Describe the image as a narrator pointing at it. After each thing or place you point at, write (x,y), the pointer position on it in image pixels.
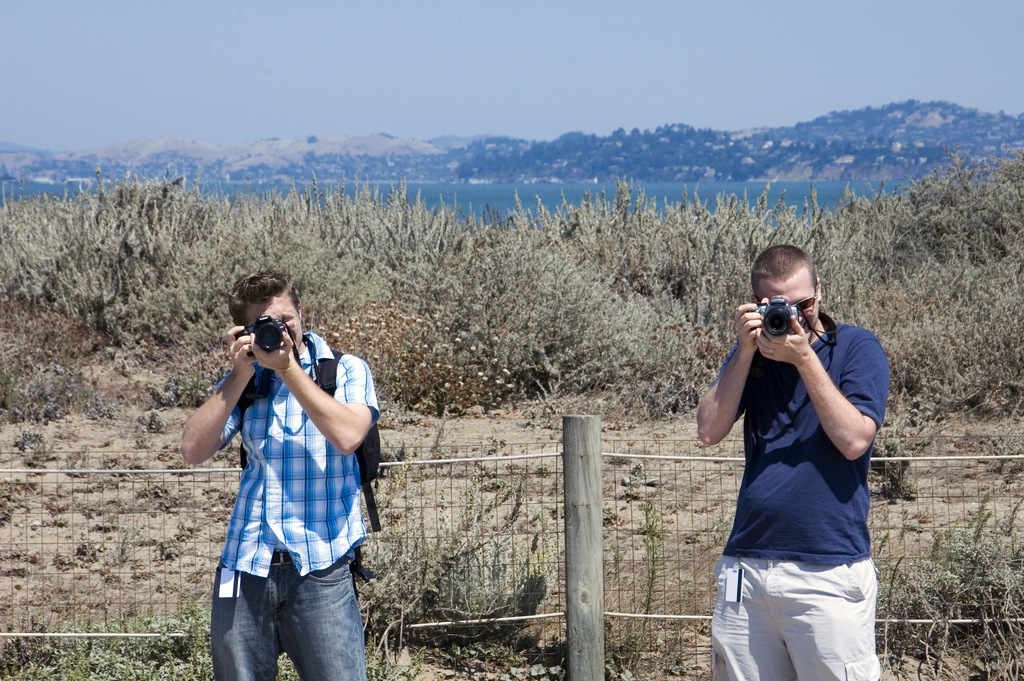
In this image we can see the mountains (987,137), one lake (881,184), some trees (570,154), plants (942,176), bushes (990,293) and some grass (606,403) on the surface (645,644). There are two persons (817,496) standing and taking photos with the camera (769,317). One blue check shirt man (356,425) wearing bag (375,462), one wooden pole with fence (207,587) and at the top (69,71) there is the sky (1010,68).
